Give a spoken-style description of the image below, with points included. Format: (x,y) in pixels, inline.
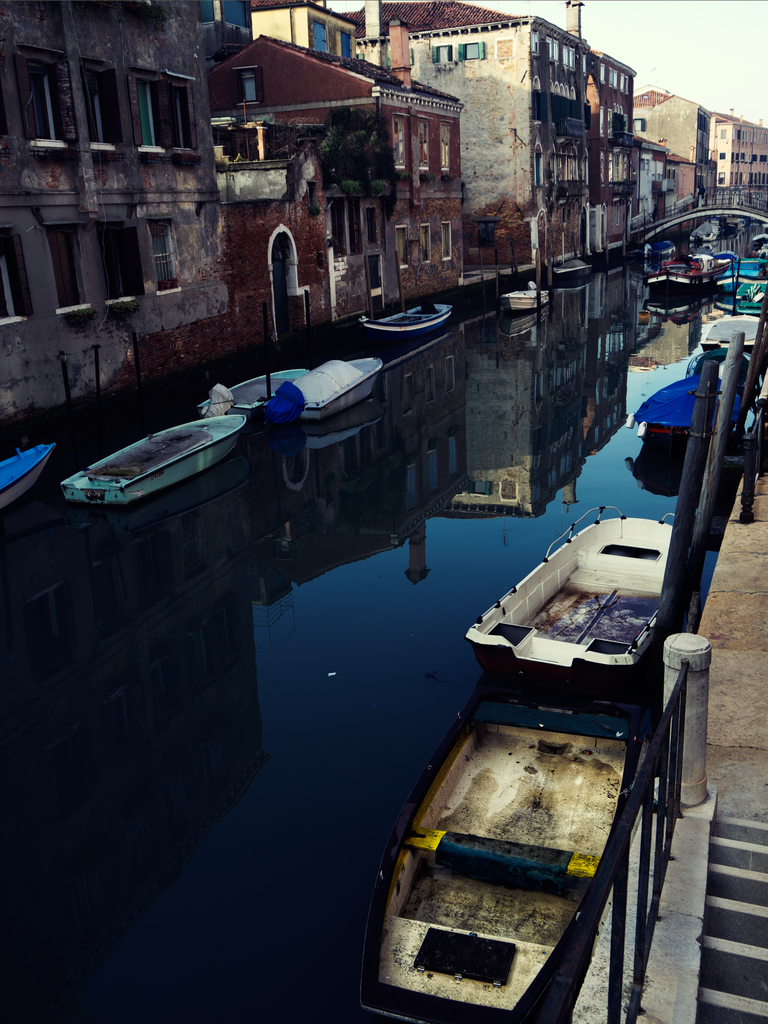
In this image we can see some boats (489,743) on the water (214,815), there are buildings (533,66), windows (484,226), plants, railings (658,864), also we can see the sky (656,38).
